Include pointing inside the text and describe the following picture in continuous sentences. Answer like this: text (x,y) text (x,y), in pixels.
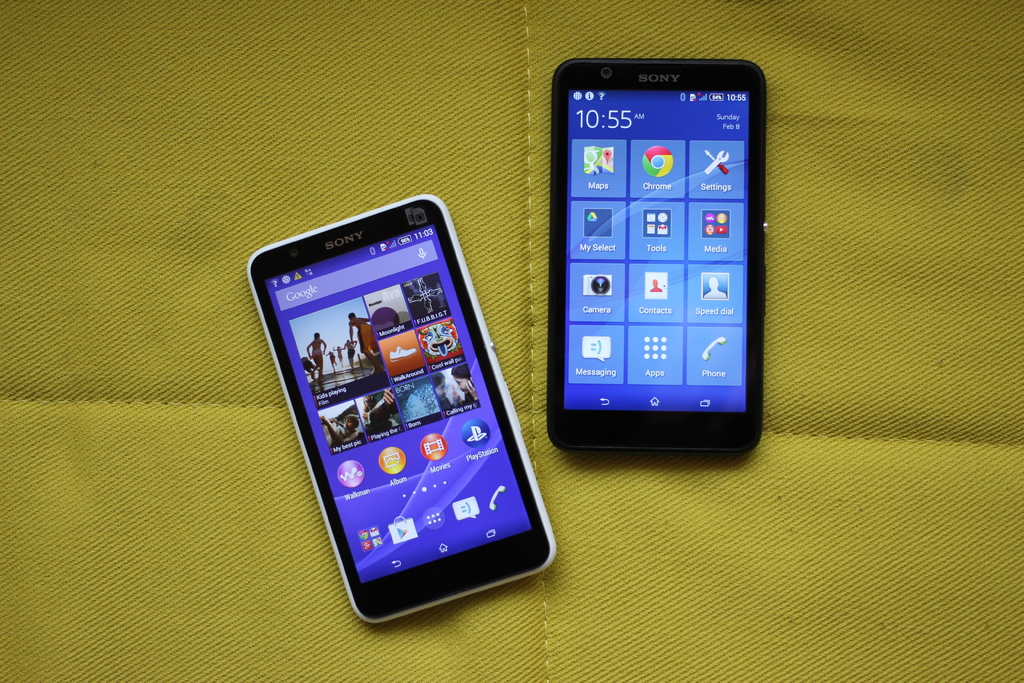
In the image we can see a table (71,19), on the table (500,103) there are two mobile phones (375,270).
